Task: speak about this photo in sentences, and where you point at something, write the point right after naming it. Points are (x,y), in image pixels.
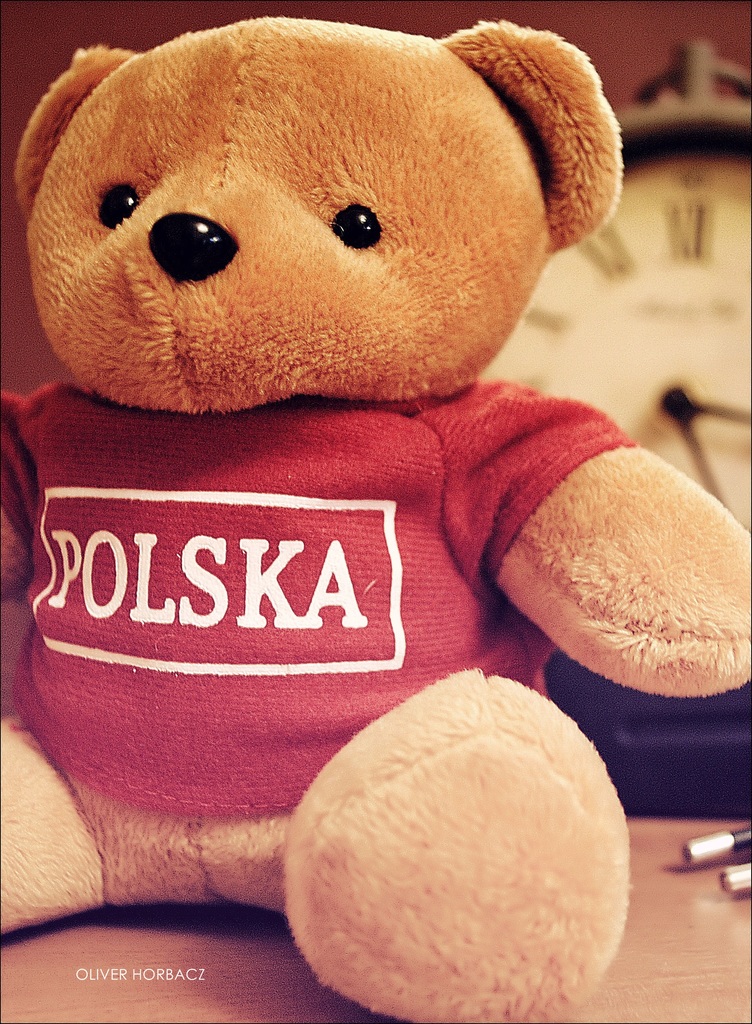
In this image I see a teddy bear (444,331) and a red t-shirt (245,738) on it. In the background (630,403) I see a clock (712,60).
